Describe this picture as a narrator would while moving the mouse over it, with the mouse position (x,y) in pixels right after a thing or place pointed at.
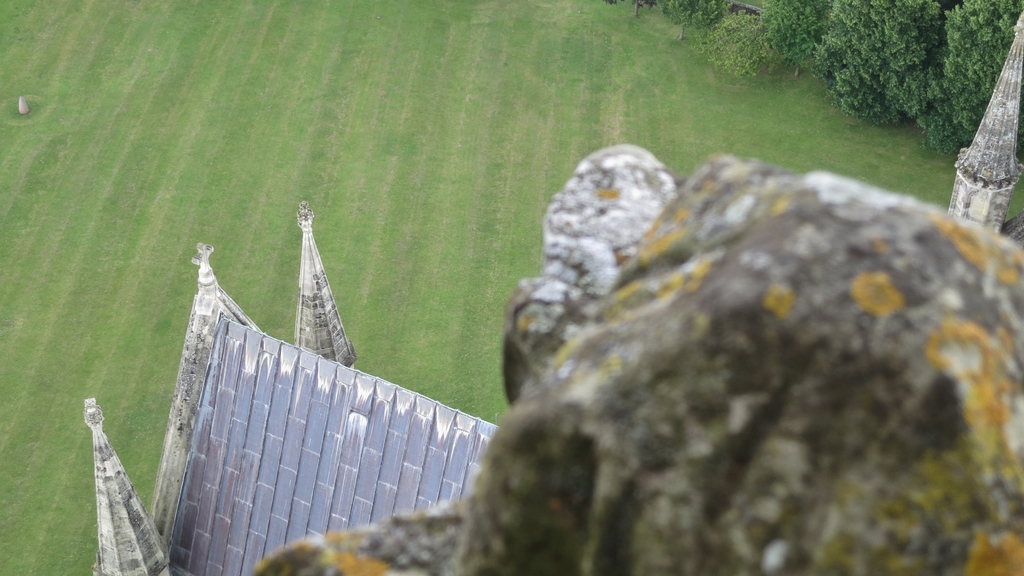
There is an object (714,388) in the bottom right corner of this image (936,456). We can see a building (341,428) at the bottom of this image (324,485) and there is a grassy land (336,183) in the background (288,104). There are trees (866,60) at the top right corner of this image (871,60).
